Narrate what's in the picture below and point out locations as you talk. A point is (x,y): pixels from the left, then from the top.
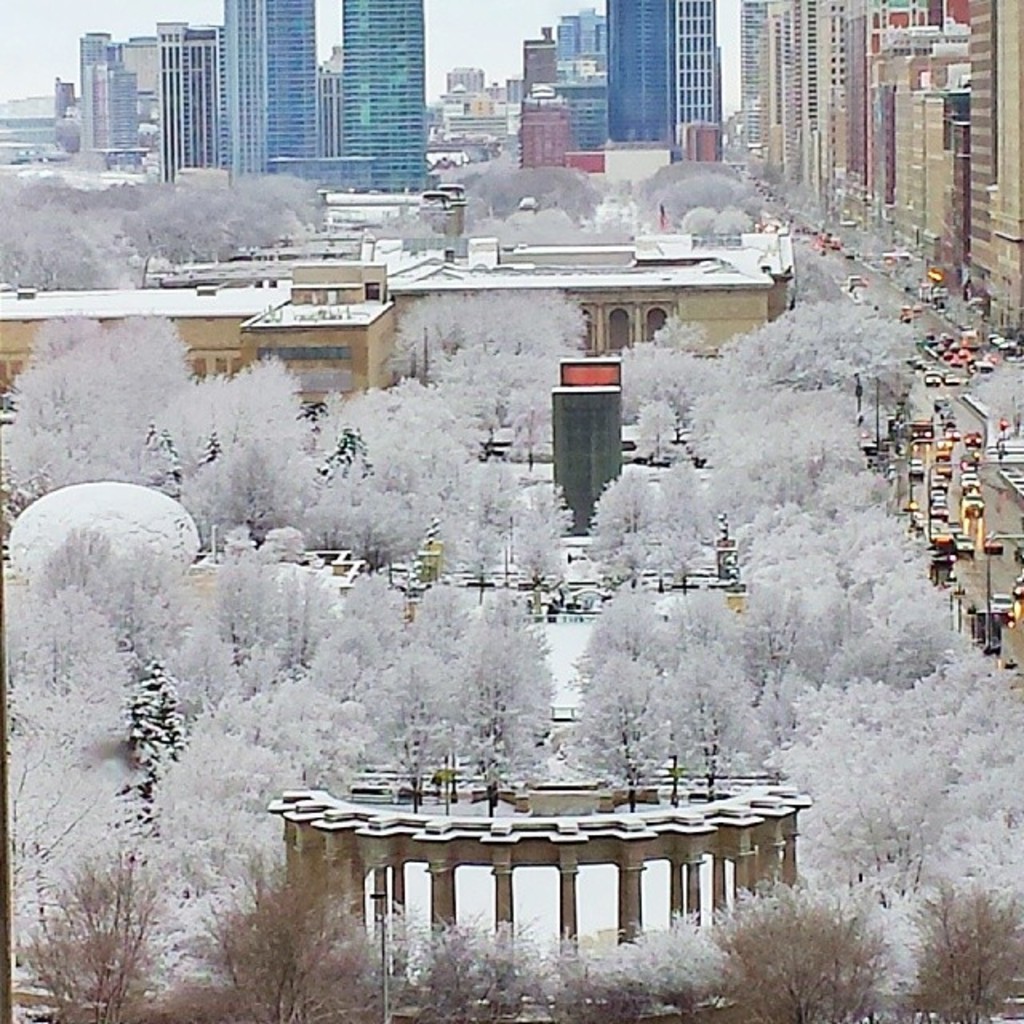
There are vehicles (1008,610) on the road (914,398). Here we can see trees (633,615), poles (675,759), and buildings (225,298). In the background (478,60) there is sky (430,46).
